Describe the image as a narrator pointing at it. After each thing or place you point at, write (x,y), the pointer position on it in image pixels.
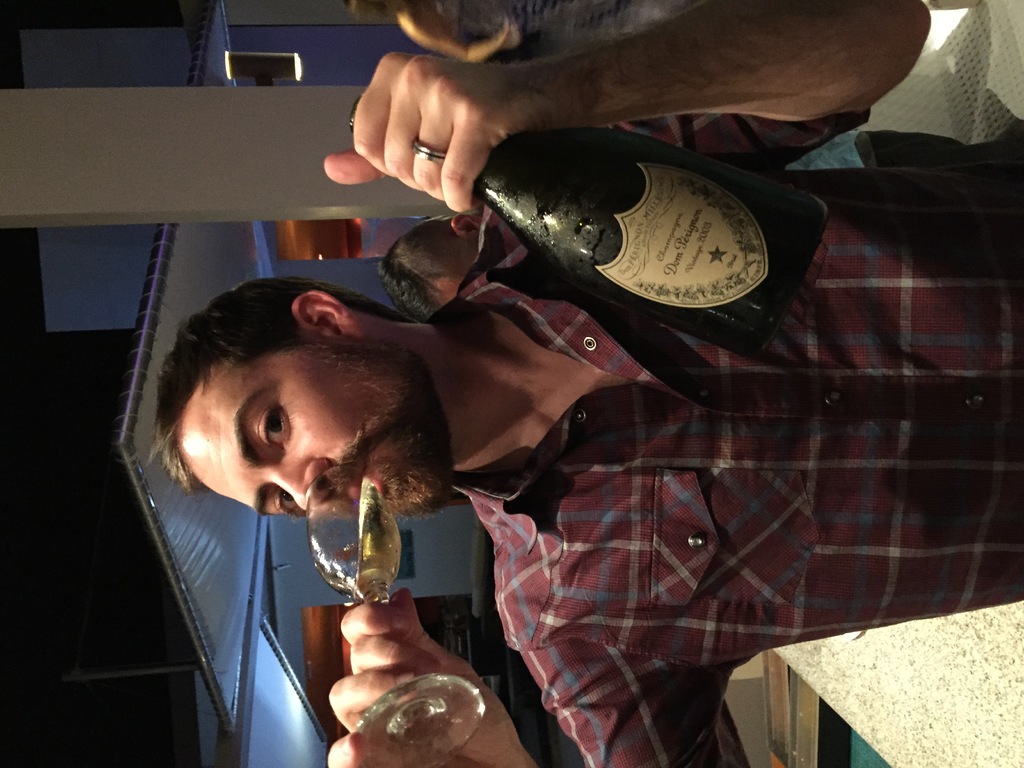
The man (577,539) in maroon shirt (790,502) is drinking champagne (383,511) from the glass (381,576) and he is holding champagne bottle (665,212) in the other hand (398,138). We can see man's head (435,282) behind this man (336,385). Behind them, we can see pillar (186,186) and the roof (161,284) of building (171,285).
